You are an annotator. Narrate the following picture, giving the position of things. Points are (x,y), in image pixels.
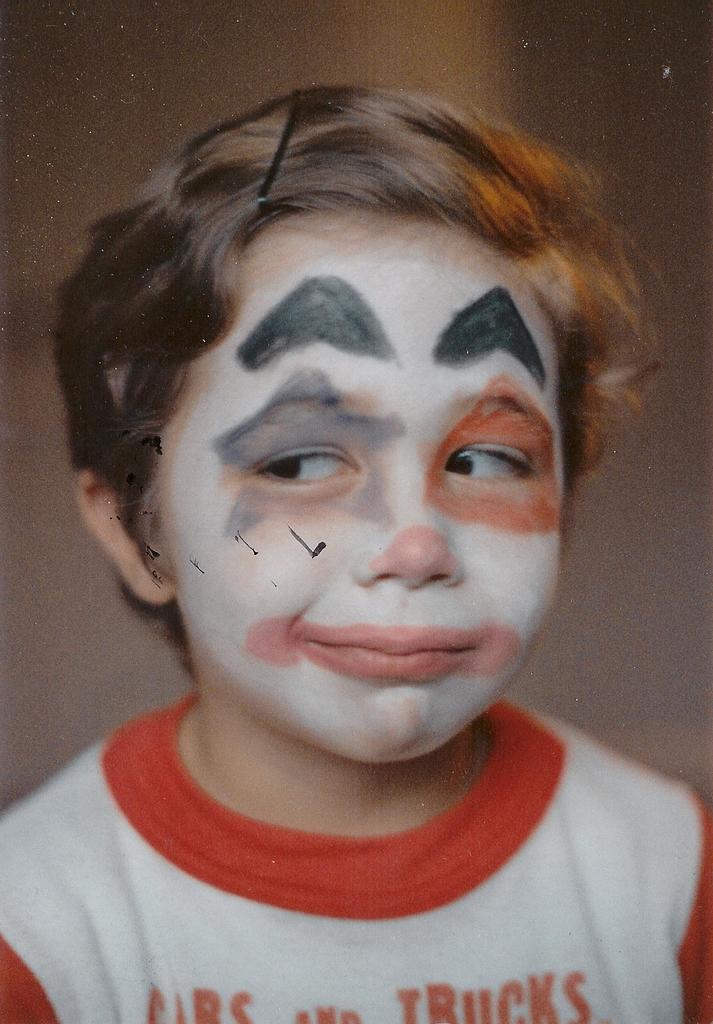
In the image there is a boy (311,606) with makeup (231,458) in face (471,454), he's wearing red and white t-shirt (415,934).
